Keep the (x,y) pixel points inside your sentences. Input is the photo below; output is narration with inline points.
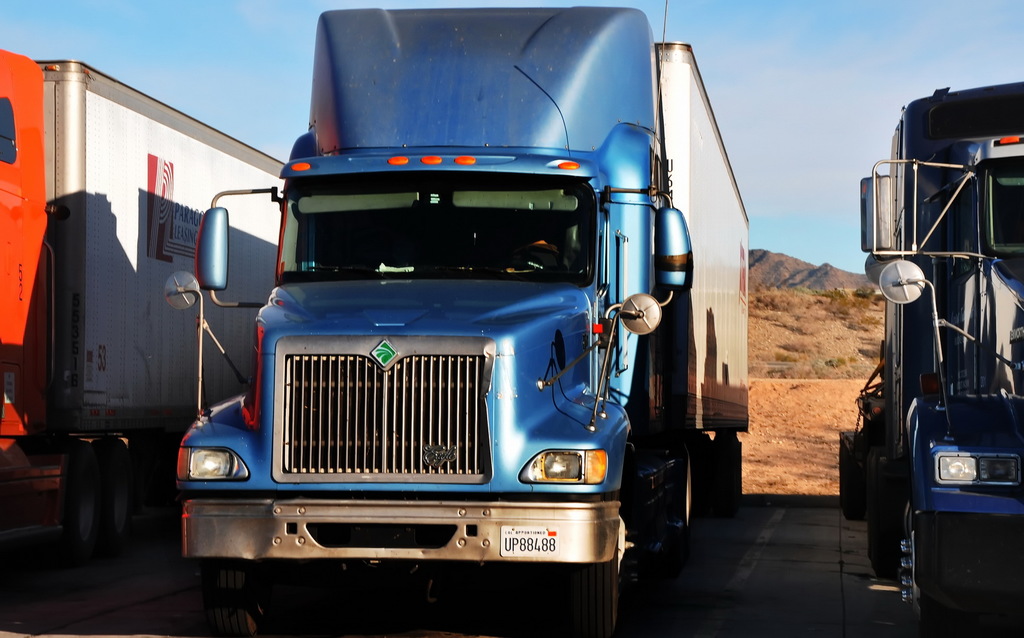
In this image we can see some trucks (518,428) on the ground (811,479). On the backside (788,323) we can see some plants (792,345), the hills (758,274) and the sky (800,49) which looks cloudy.
